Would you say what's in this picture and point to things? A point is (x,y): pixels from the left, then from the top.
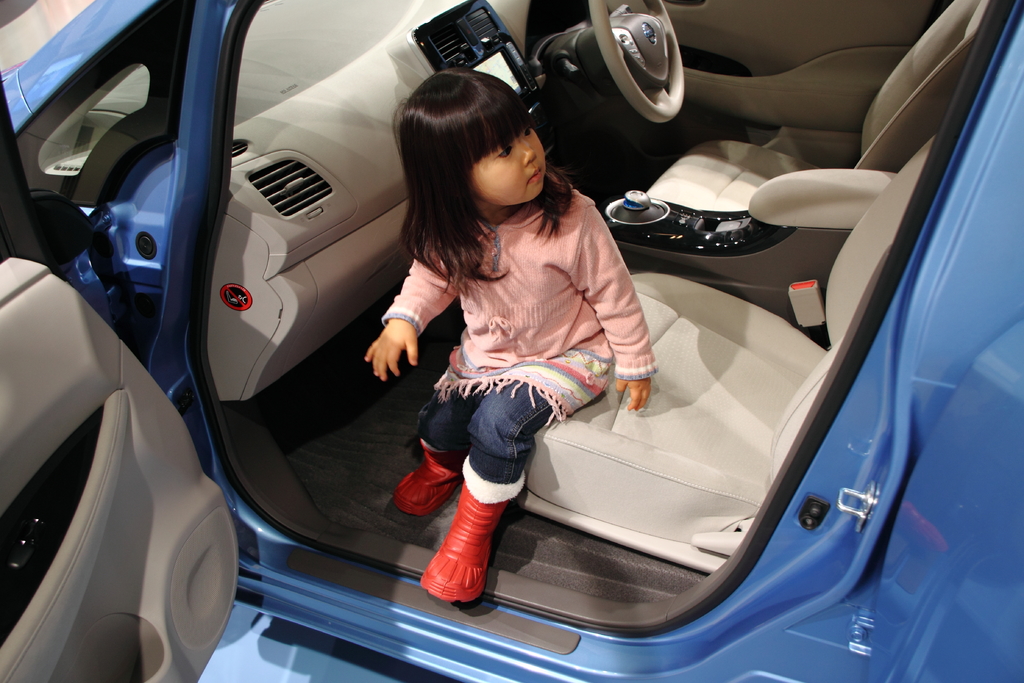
This picture is taken in a car (626,516), There is a car (875,542) which is in blue color, In that car (862,467) there is a girl (628,381) sitting, The door (147,412) of the car (95,454) is open in the left side (137,514).
